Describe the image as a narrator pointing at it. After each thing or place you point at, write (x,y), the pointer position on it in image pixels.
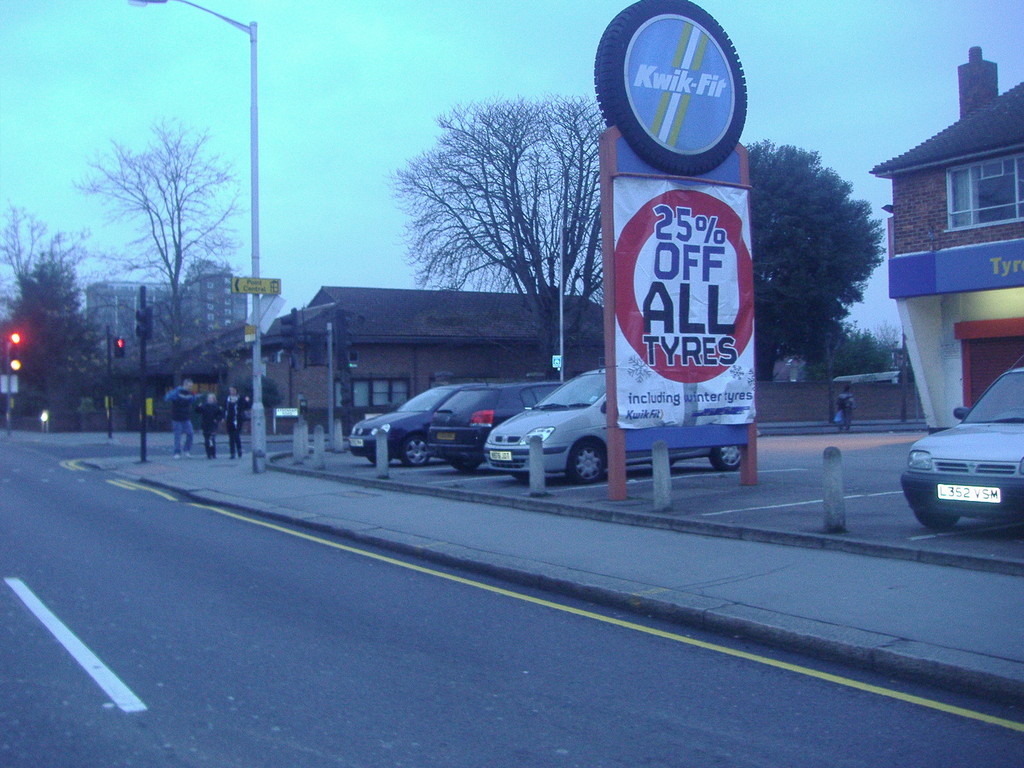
In this image we can see cars (476,444) and there is a road (178,562). There are people (217,418). We can see poles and there are traffic lights (11,359). There are boards (692,257). In the background (549,271) there are trees (471,235), buildings (419,296) and sky (451,96).
